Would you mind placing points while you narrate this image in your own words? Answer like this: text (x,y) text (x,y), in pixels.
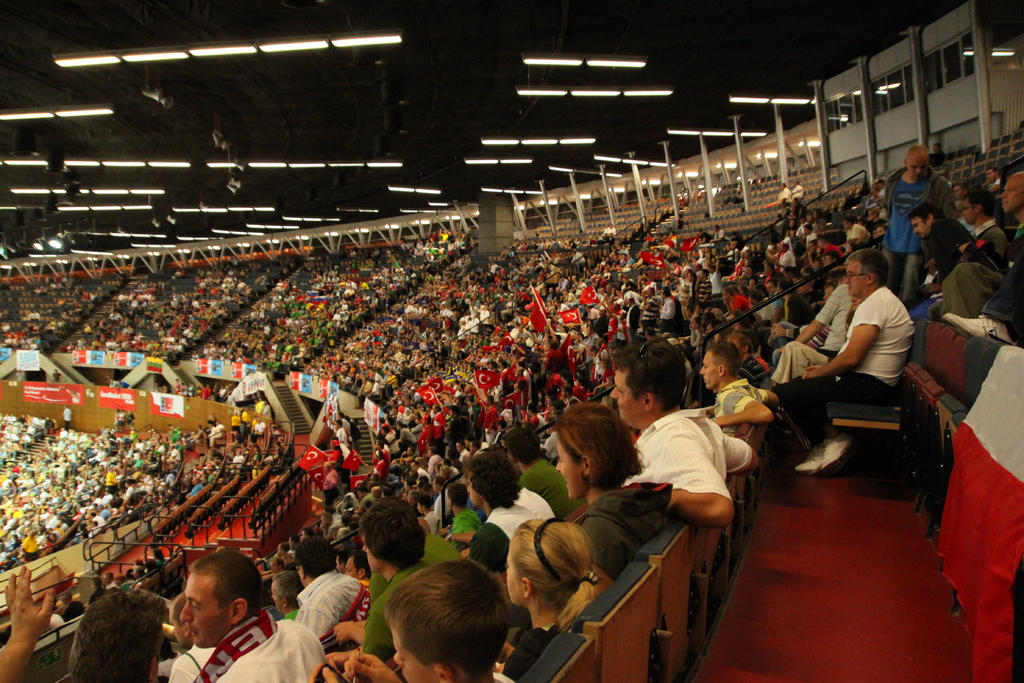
In this picture there are many people (125,599) in the center of the image (569,308), those who are sitting on the chairs (984,354) as audience (429,293) and there are lights (32,247) at the top side of the image (620,147), there are posters (165,394) on the boundaries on the left side of the image (126,395).
